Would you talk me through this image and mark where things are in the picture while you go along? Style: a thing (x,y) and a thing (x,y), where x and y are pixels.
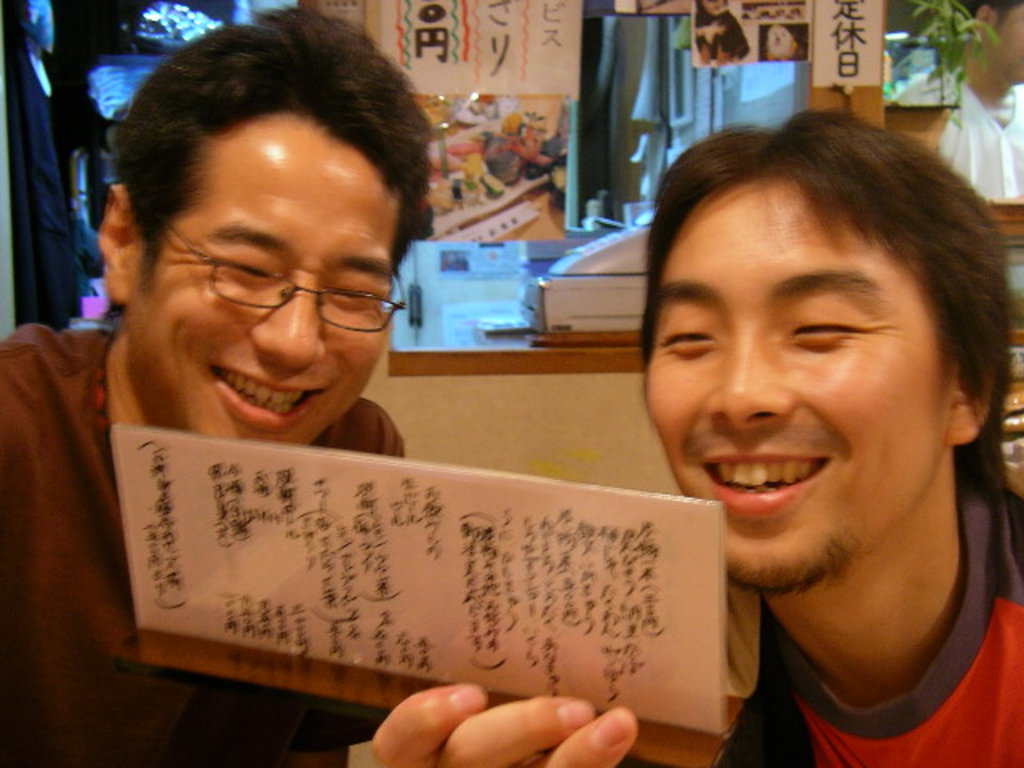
In this image I can see 2 men (334,285) who are smiling and I see that this man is holding a white paper (317,554) on which there is something written. In the background (438,32) I see few more posters (510,118) and I see something is written too and I see few things (570,261) over here and I see a person (984,121) over here.
